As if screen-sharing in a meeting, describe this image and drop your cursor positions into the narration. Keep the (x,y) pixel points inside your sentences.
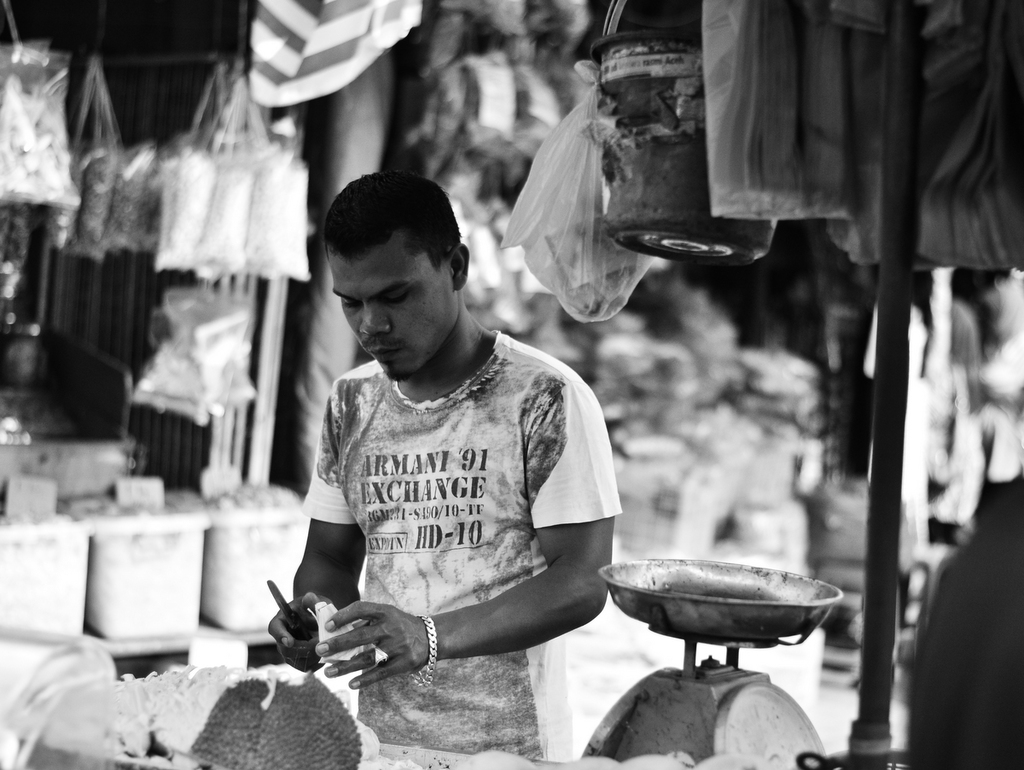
This is a black and white picture, there is a man (425,275) in the middle (391,335) cutting a fruit (326,649) and on the right side (792,594) there is a weighing machine (724,644), in the background (285,224) there are some stores (526,300).
